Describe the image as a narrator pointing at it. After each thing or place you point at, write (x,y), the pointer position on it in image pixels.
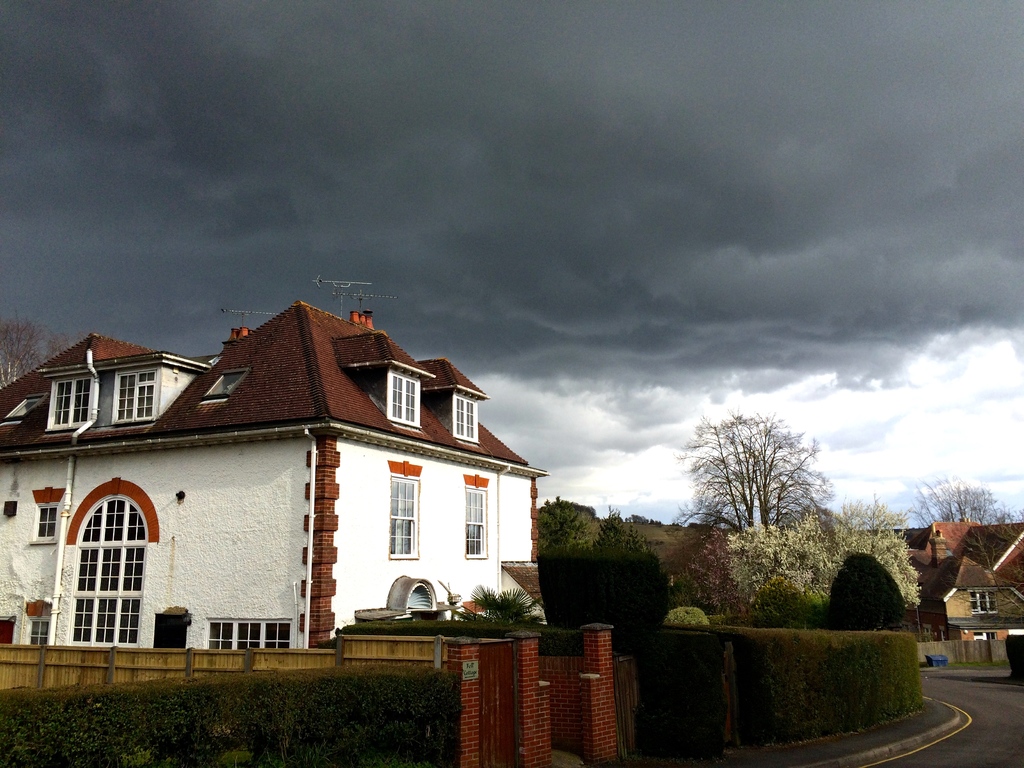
In this image we can see house (226,596) which is of white and brown color there is compound wall (477,692), plants (802,702), road (964,695) and in the background of the image (695,577) there are some trees (893,543), houses (951,544) and cloudy sky (573,277).
